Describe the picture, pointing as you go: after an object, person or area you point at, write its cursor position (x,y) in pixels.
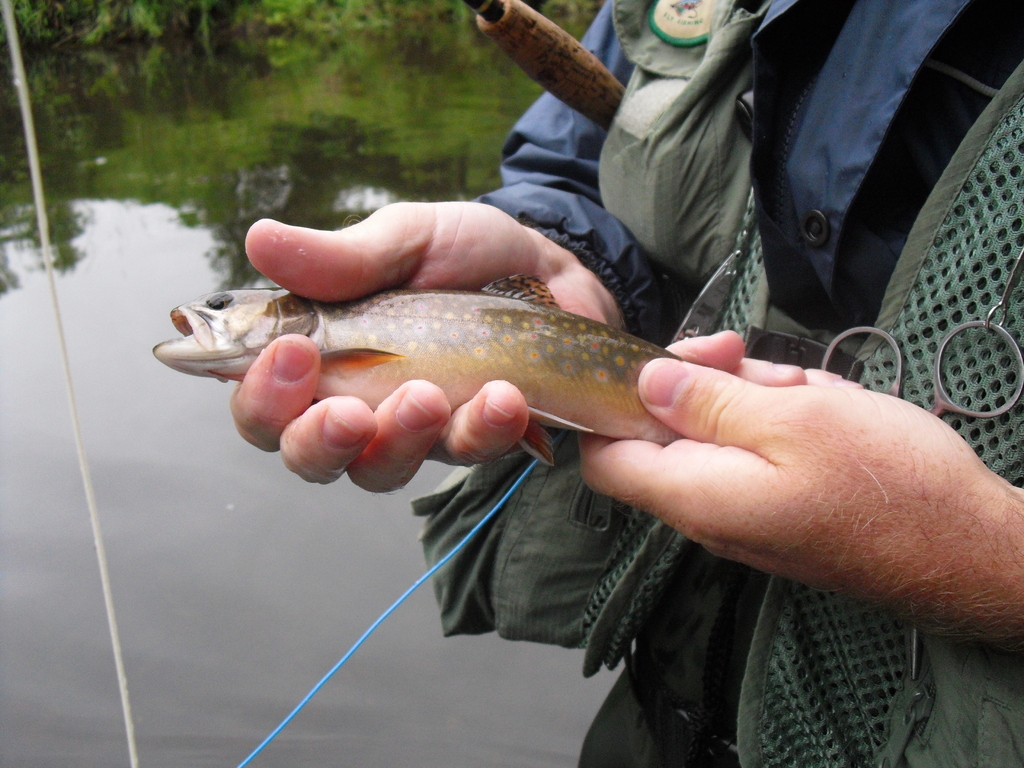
In this image there is a person (578,239) holding fish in the right corner (959,210). There are trees (263,2) and water (341,143) in the background (116,476).
